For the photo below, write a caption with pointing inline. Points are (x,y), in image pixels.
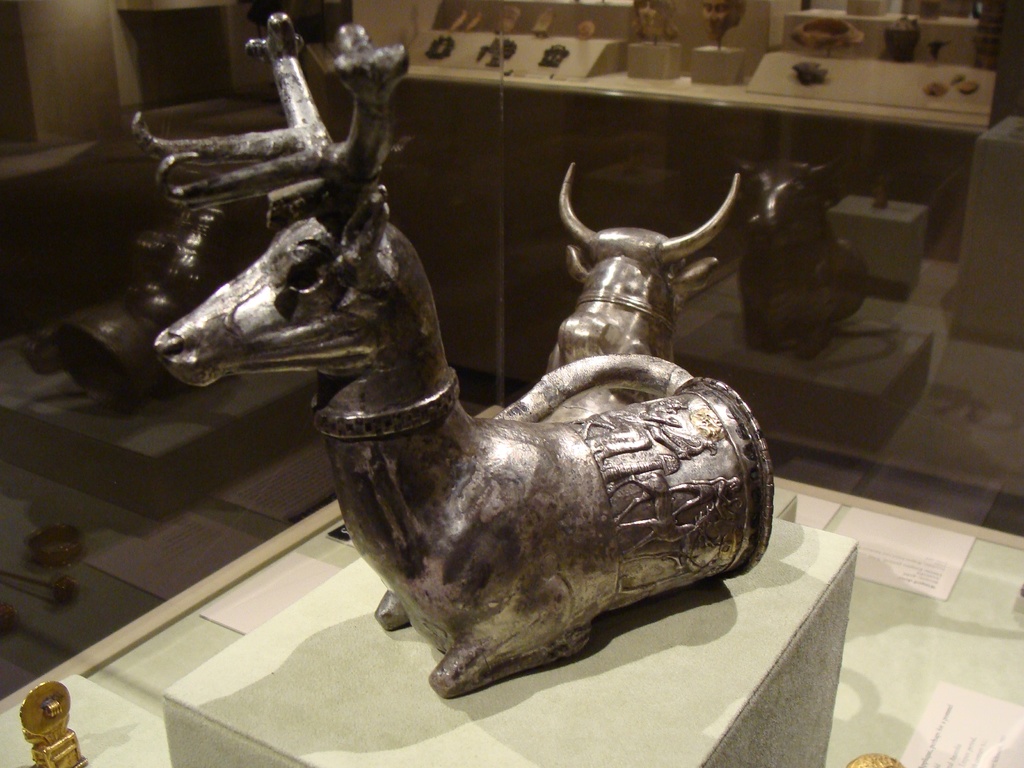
In this image I can see a black colored statue (595,482) which is in the shape of an animal (518,565) on the green colored box (589,659). I can see a gold colored object (67,706) and few papers (991,764). I can see the glass walls (770,181) and reflections (865,212) of few objects (797,316) on them.
